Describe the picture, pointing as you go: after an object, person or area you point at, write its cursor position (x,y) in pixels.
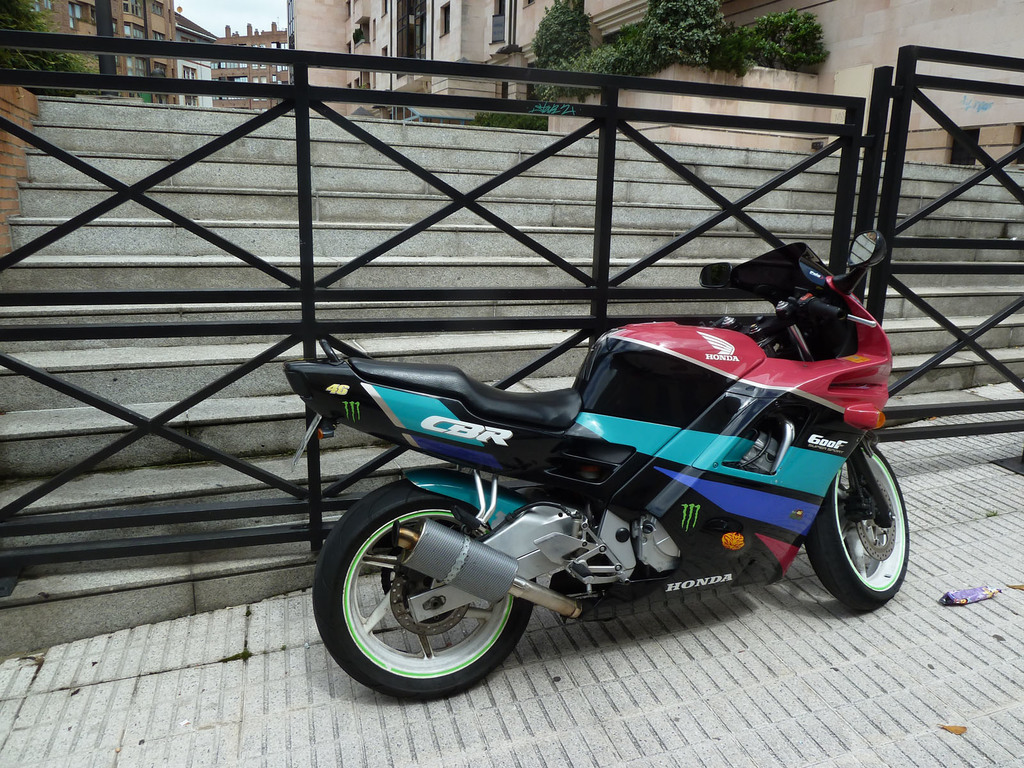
There is a bike (558,402) in red, black, blue, violet and gray color combination on the footpath (614,680), near a black color fencing (885,203) and steps (201,220). In the background (808,25), there are plants (648,36), buildings (437,18) which are having glass windows (402,14) and there is sky (218,14).
